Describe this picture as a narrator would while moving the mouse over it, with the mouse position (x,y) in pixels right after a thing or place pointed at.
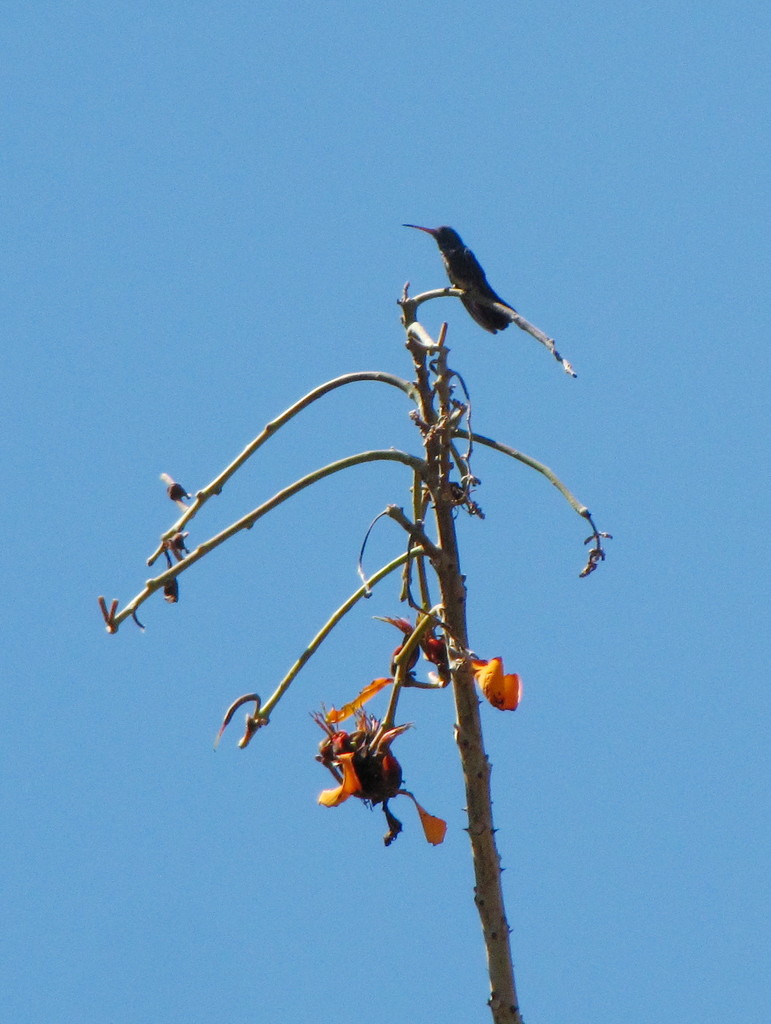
In this image I can see a bird (461,274) on the branch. I can see a yellow color flower (403,727). Sky (316,202) is in blue color.
